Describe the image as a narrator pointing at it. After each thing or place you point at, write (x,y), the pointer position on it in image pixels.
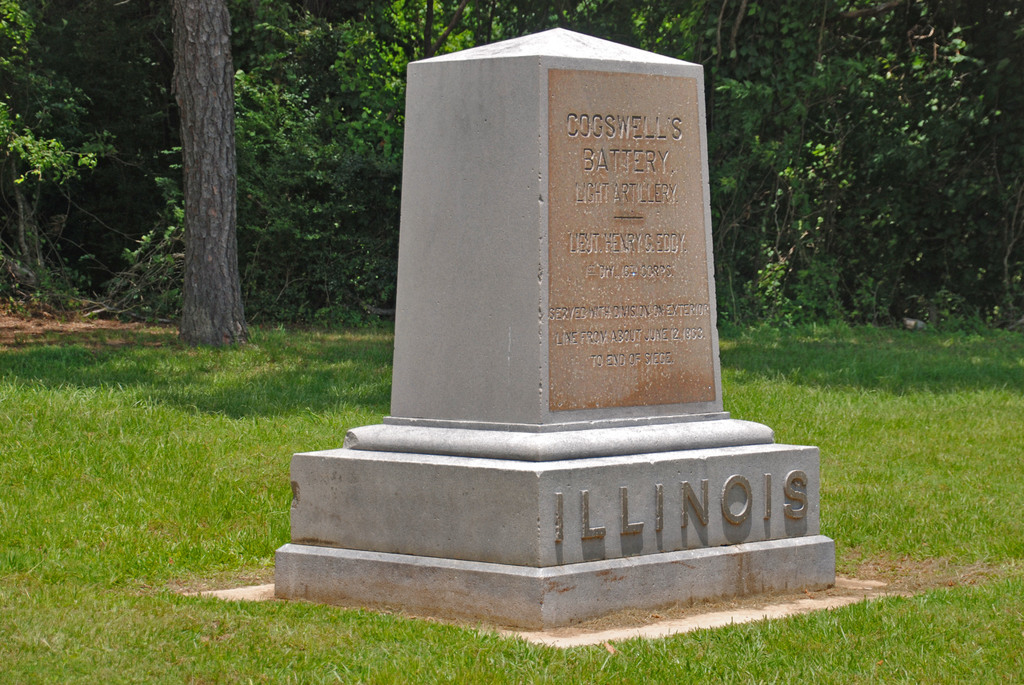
In this image there is a memorial (480,493) on the ground (613,652). There is text (684,514) on the memorial (510,313). There is grass (867,426) on the ground (734,402). In the background (295,140) there are trees (156,127).
